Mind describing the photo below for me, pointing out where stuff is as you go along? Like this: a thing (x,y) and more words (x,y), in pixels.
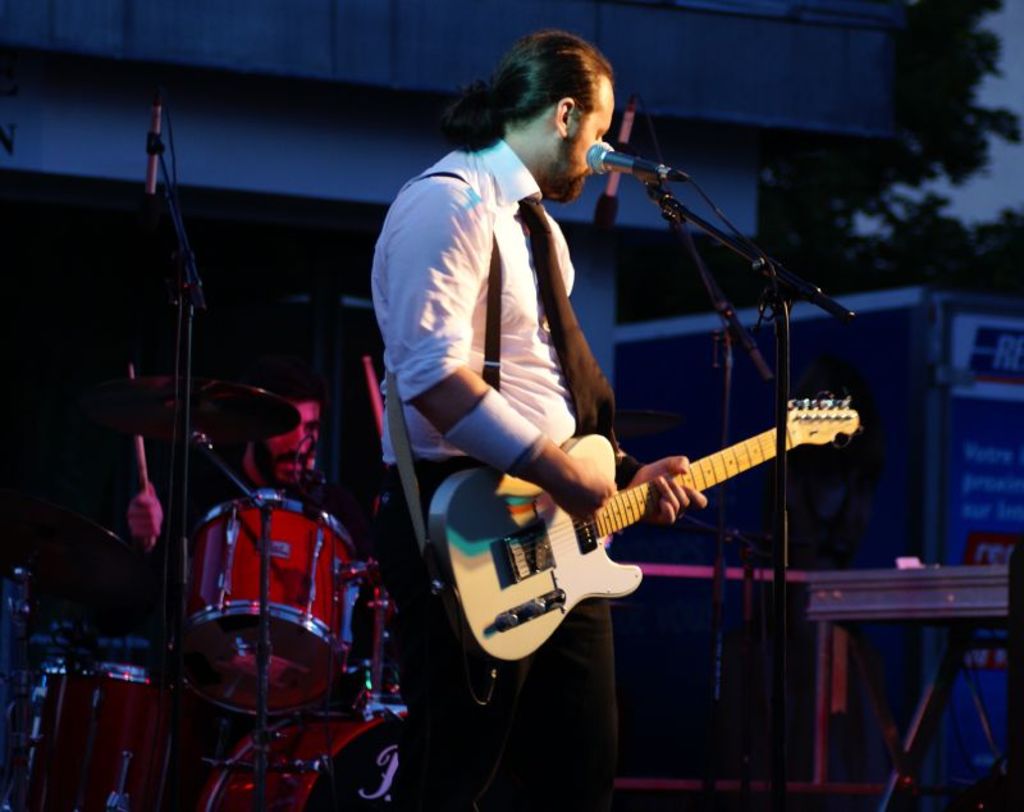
Image has a person (407,628) standing by wearing a white shirt (491,200) and tie (582,411) holding a guitar (480,467). Before him there is a mike stand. At the left side (296,379) there is a person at the backside of musical instrument (327,625). He is playing this musical instrument (228,614). At the background (823,285) there are few trees (821,186) and a house (41,48).
